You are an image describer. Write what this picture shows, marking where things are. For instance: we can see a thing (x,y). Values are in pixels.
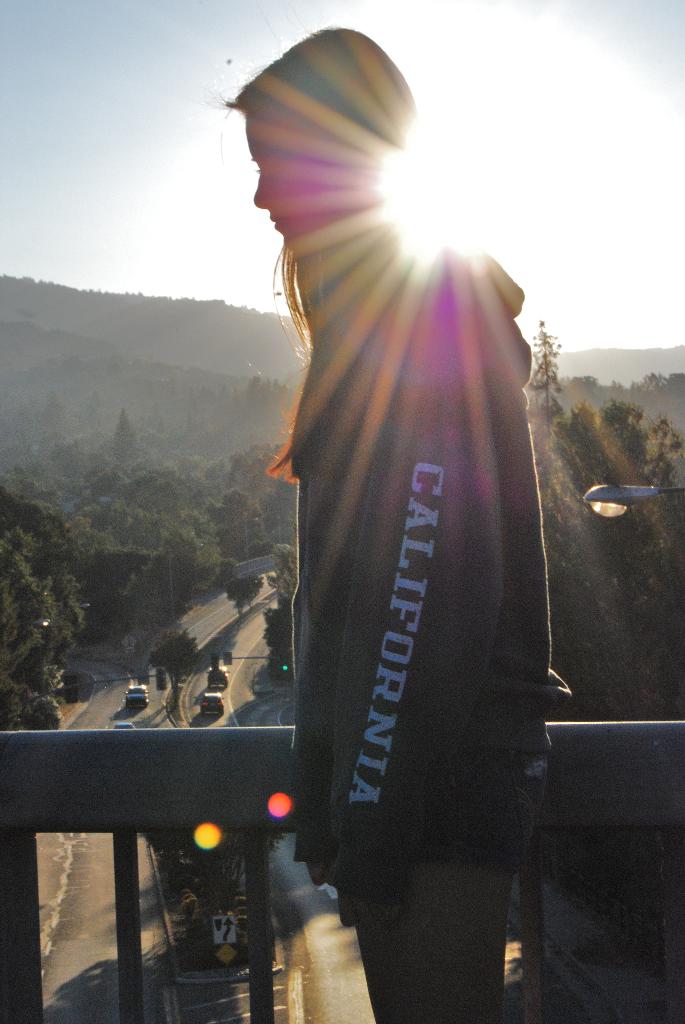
In this picture we can see vehicles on the road (246,688), trees (234,886), mountains (166,450), signboards (222,928), traffic signals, fence (240,740), light (629,490) and a girl (362,695) wore a cap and standing and in the background (623,206) we can see the sky (618,90).
